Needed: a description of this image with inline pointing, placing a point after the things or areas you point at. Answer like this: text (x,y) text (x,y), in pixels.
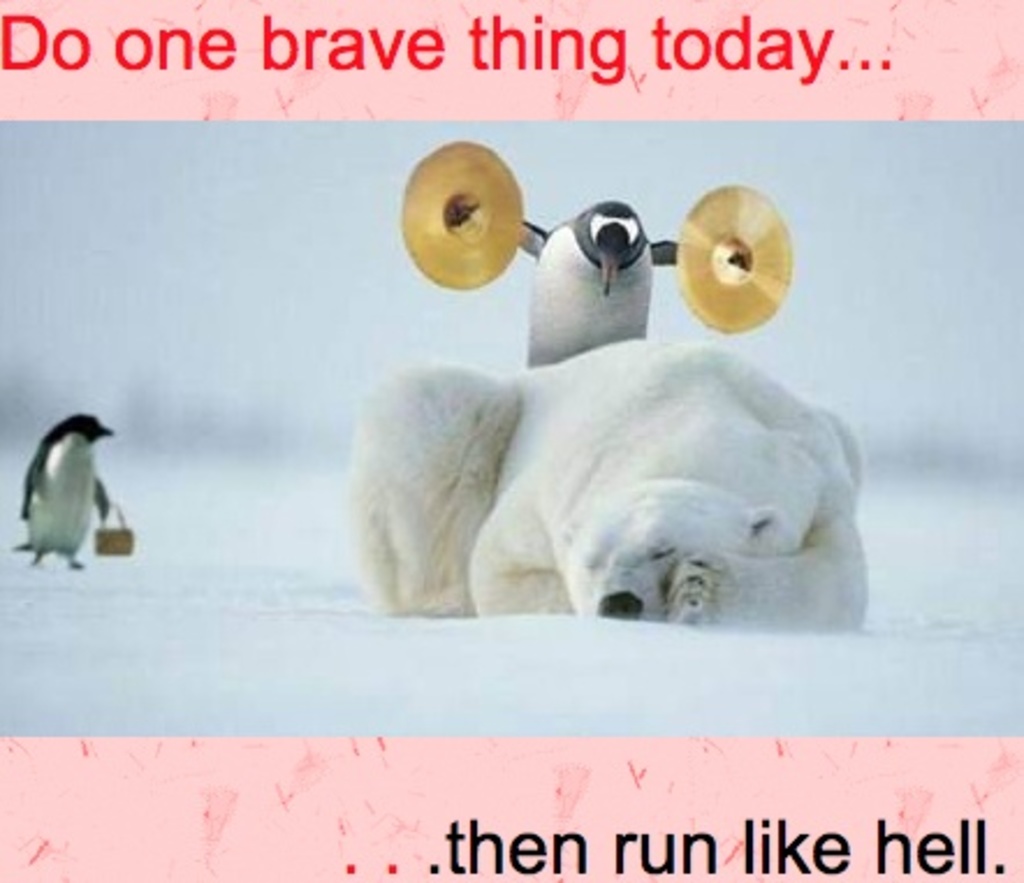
Here there are penguins (54,538), there is bear (630,476) in the snow (446,636).
